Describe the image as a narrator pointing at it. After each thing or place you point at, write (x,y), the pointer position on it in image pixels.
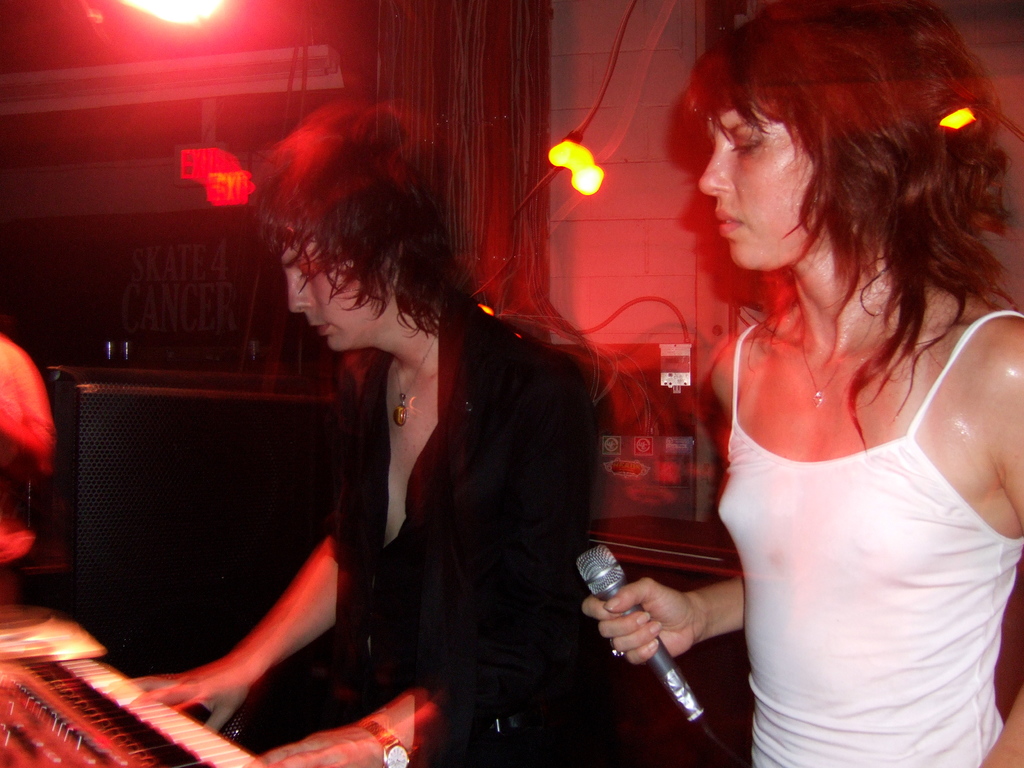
These two persons (524,598) are standing, this person (423,657) playing keyboard (201,724) and this person (686,597) holding microphone (655,641). On the background (620,66) we can see wall (594,285), lights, cables (469,198), speakers (106,515).
